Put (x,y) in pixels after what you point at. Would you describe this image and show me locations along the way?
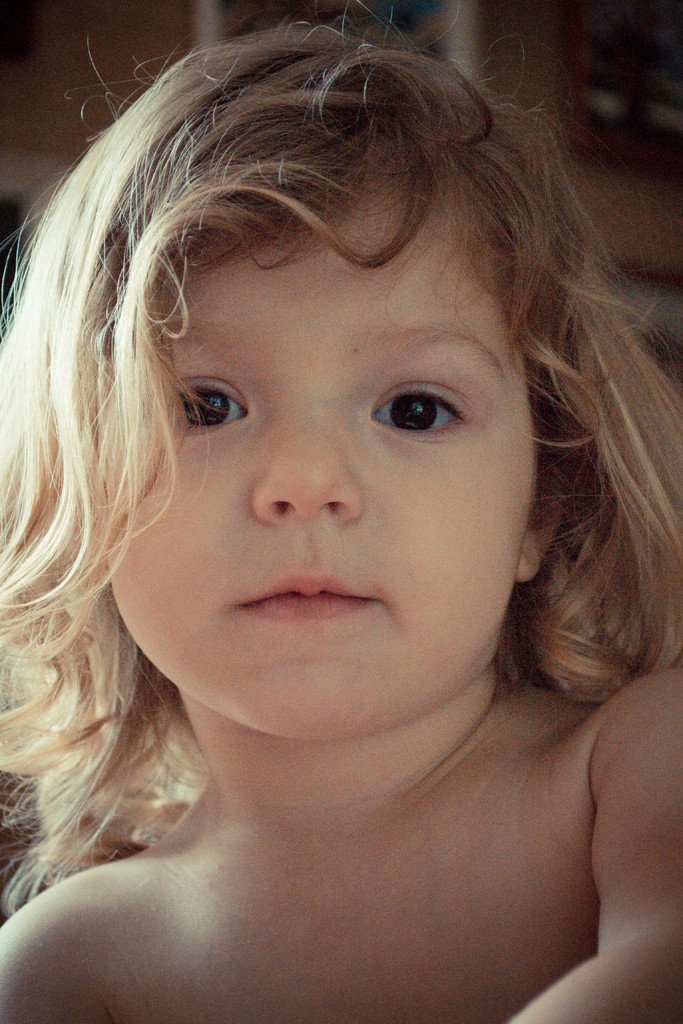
In this picture we can see a child (181,608) with a serious face (363,730) and in the background (73,119) it is blurry.
